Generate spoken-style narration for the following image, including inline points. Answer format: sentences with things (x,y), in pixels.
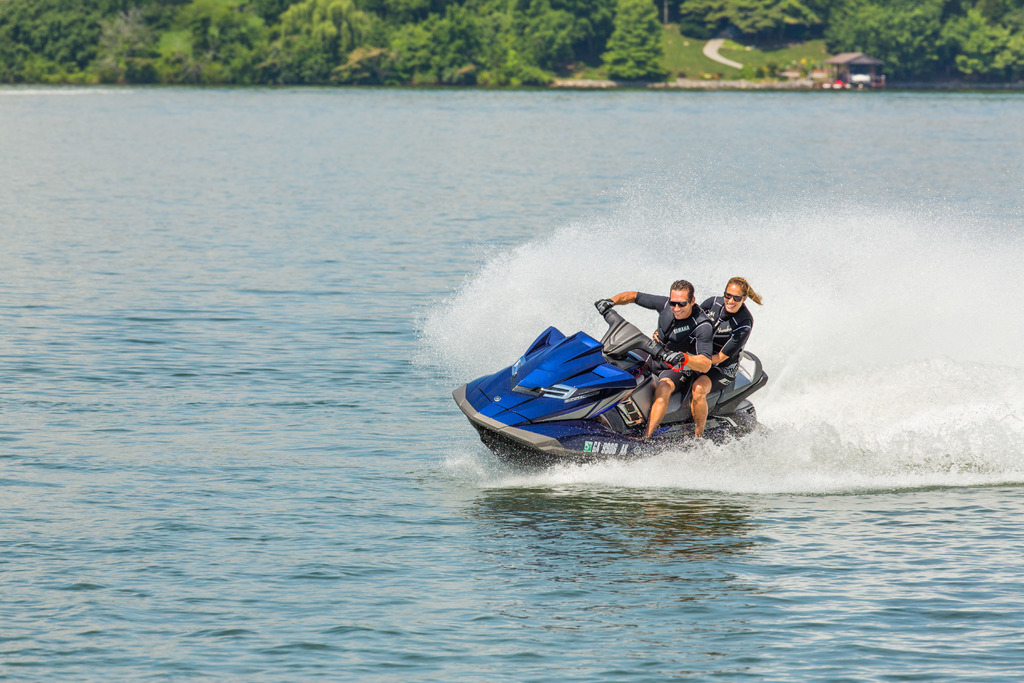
In this image we can see these two persons (717,371) are sitting on the jet ski (567,393) which is floating on the water (790,152). In the background (644,23), we can see trees (234,53) and wooden house (855,73) here.
